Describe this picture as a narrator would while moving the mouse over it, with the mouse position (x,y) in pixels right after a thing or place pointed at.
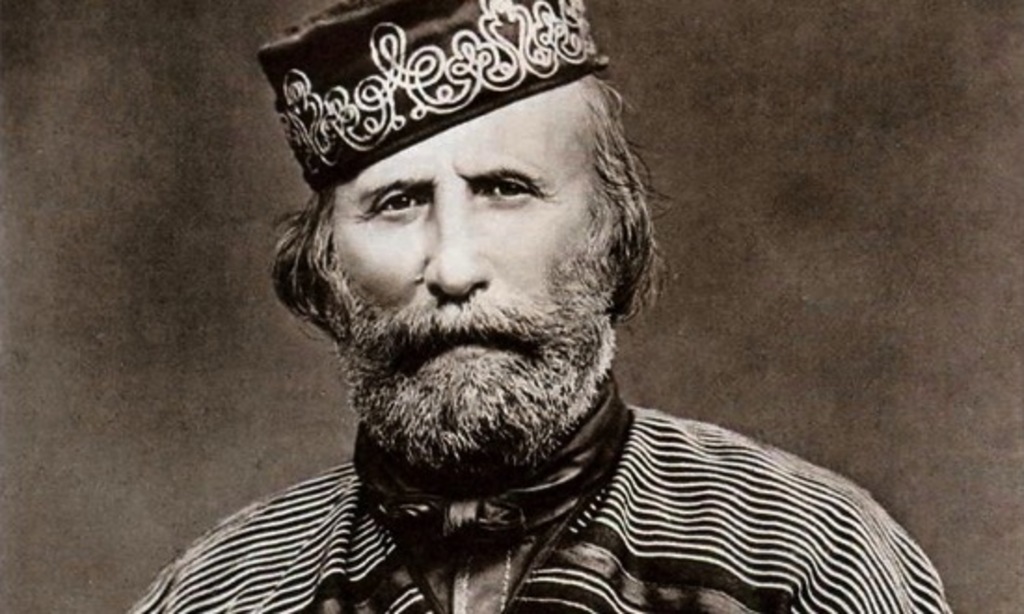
In this image we can see the black and white photograph of a man (308,253).
